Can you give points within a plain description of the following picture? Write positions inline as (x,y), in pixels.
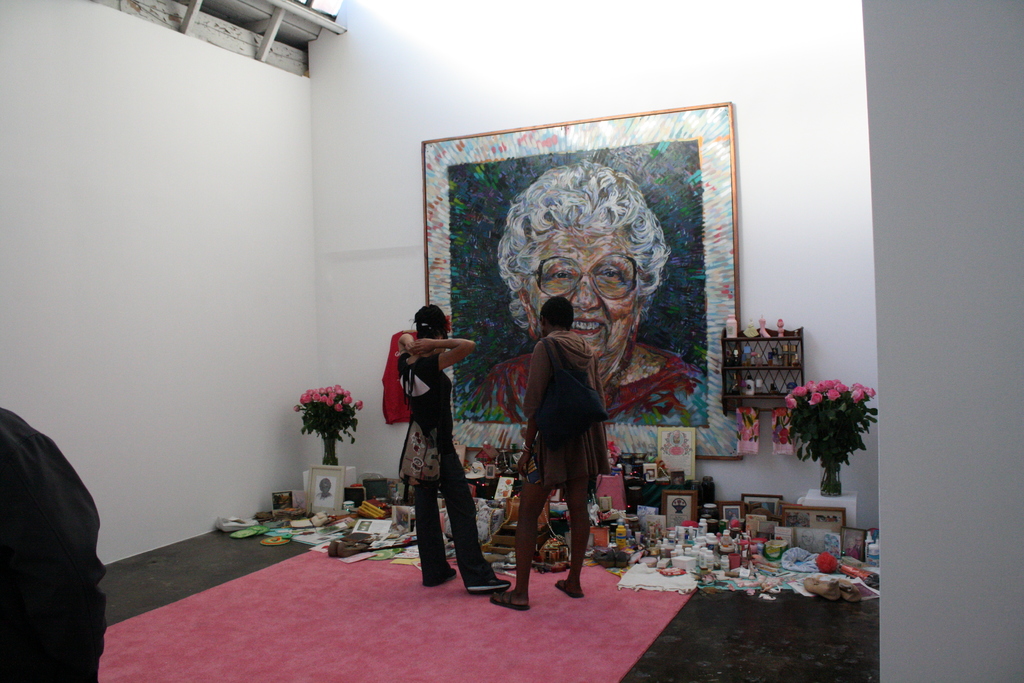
In this picture there are two persons (432,507) standing on a pink carpet (455,567) and there is a photo frame (609,247) attached to the wall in front of them and there are some other objects (641,511) placed below it and there is a person (75,558) in the left corner (56,558).
